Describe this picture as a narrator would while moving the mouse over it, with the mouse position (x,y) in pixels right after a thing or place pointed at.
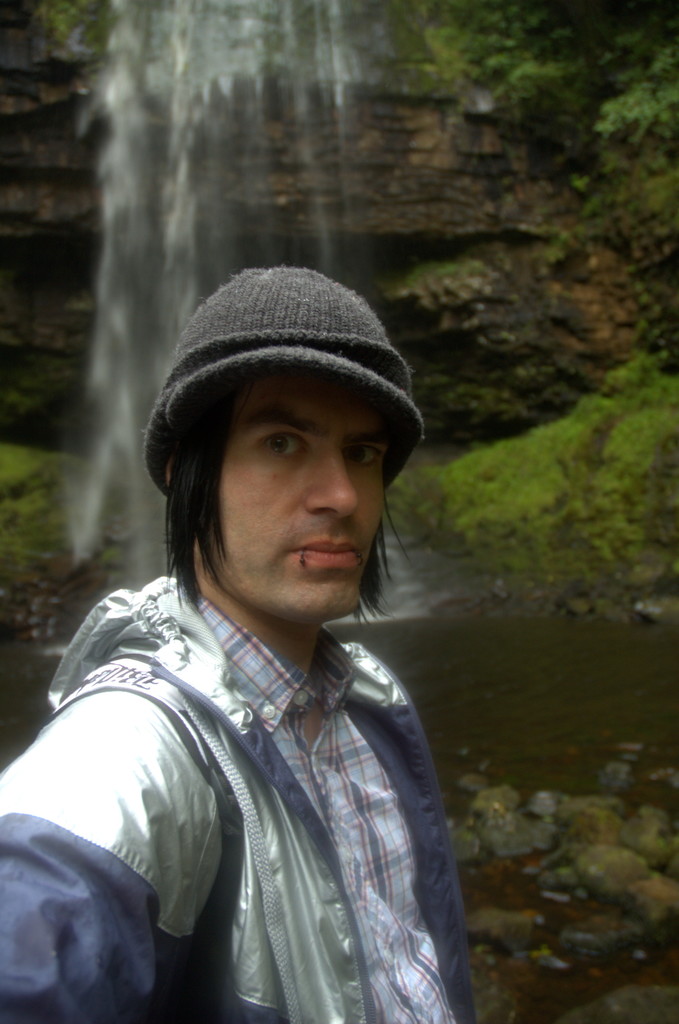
There is one man (290,829) standing and wearing a jacket (247,829) and a cap (278,364) at the bottom of this image (316,864). We can see a waterfall (126,278) in the background (115,316).
